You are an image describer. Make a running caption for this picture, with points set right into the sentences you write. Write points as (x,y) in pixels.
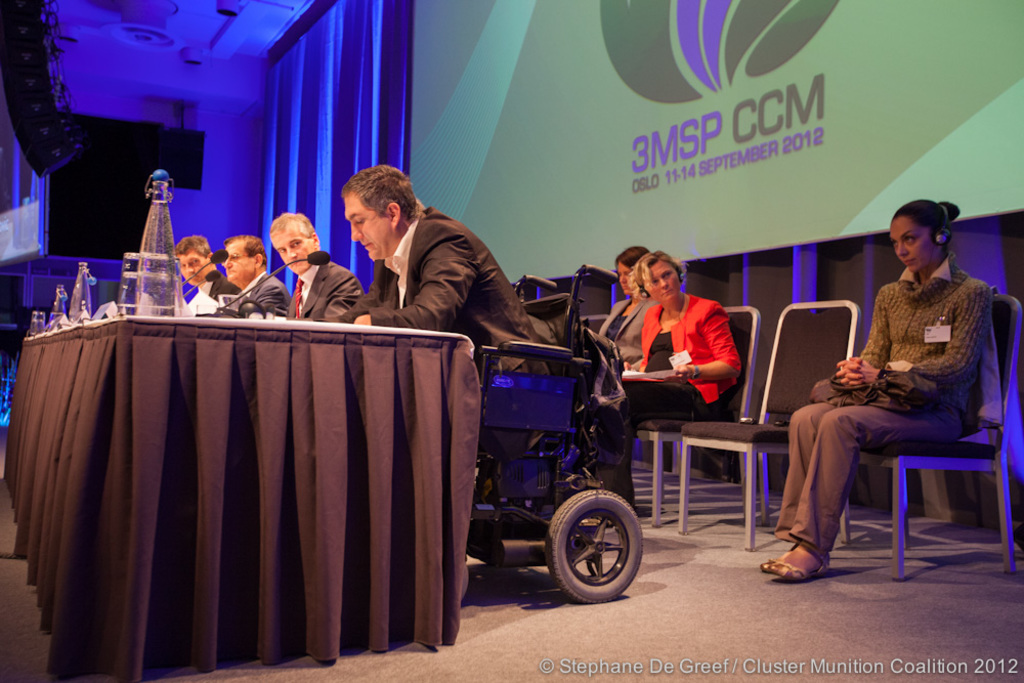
This picture describes about group of people (648,360), few (323,267) are seated on the chairs (782,380) and a man (535,337) is seated on the wheelchair (573,437), in front of them we can find few bottles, microphones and other things (135,307) on the table (273,388), in the background (526,118) we can see a projector screen (592,98).
